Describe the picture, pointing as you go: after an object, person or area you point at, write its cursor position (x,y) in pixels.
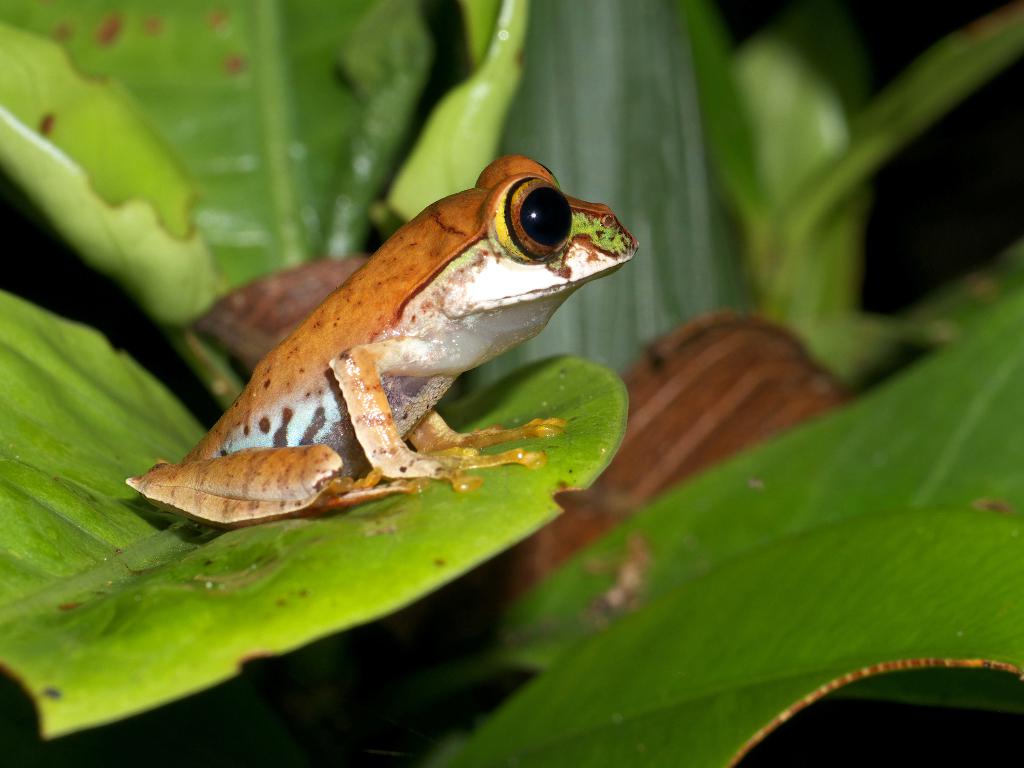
On this leaf (383,572) there is a frog (228,478). Background (195,164) it is blurry and we can see leaves (807,243).
